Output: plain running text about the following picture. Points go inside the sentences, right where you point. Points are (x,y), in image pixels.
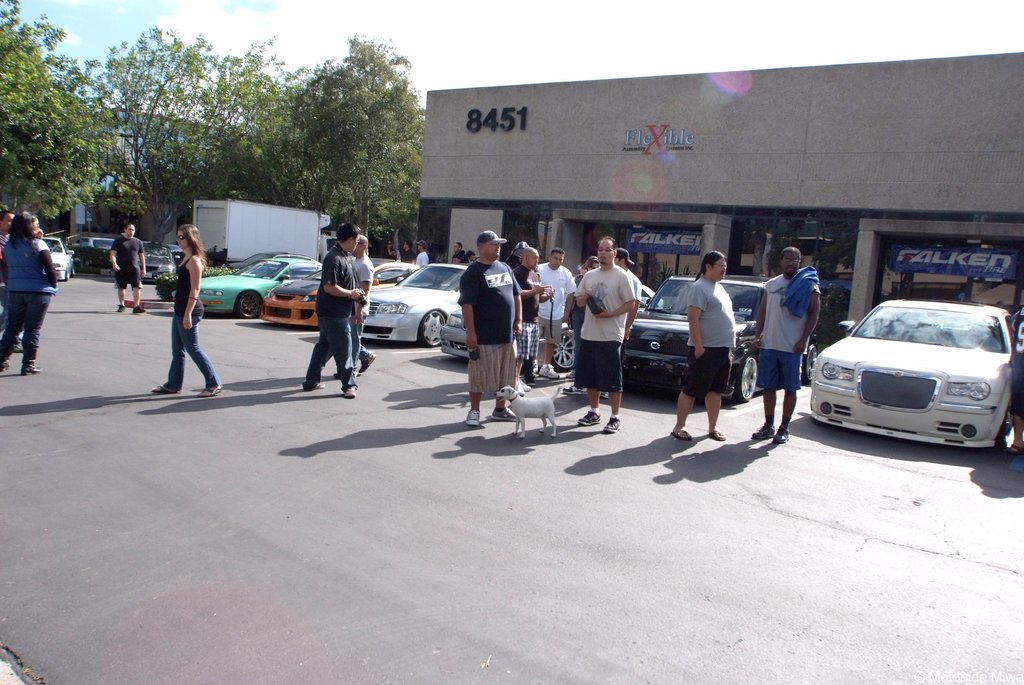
In this image we can see group of persons (186,317) in front of the mall (804,258). And in the front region some text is written on it. And we can see the dog (530,408). And we can see some cars (985,360) has been parked. And surrounding trees (25,145) are seen. And clouds (599,4) in the sky (442,39).
